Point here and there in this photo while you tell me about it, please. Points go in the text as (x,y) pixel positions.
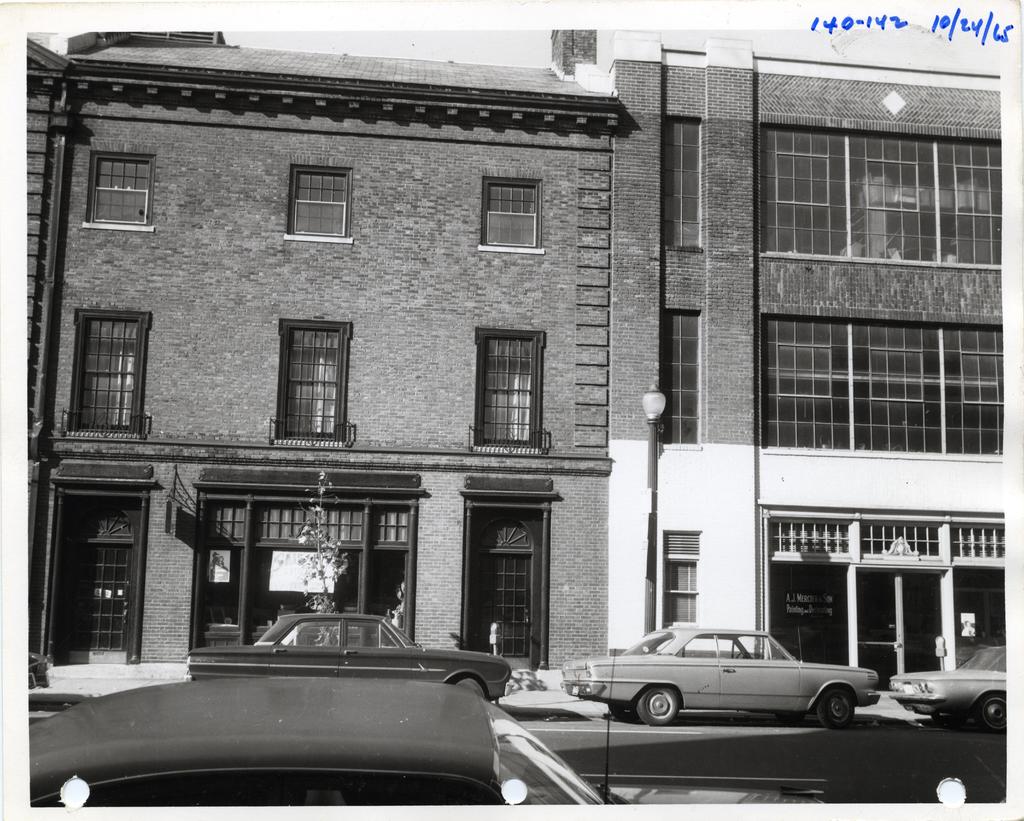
In this picture we can see vehicles (362,784) on the road (791,741) and in the background (803,298) we can see buildings (502,288) and some objects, in the top right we can see some numbers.
